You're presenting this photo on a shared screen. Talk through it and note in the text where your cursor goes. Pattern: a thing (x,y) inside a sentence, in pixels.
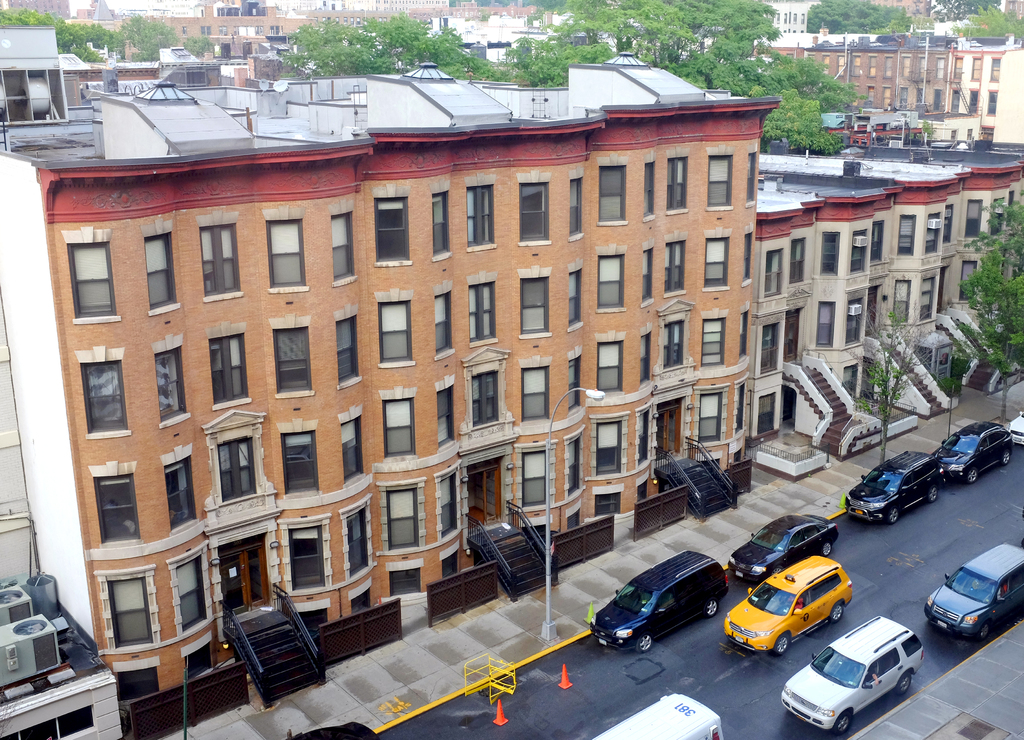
In the image there are few cars (821,560) going on the road (849,606) on the right side (959,600) and behind it there are buildings (604,324) with windows (493,333) all over it and behind it there are trees (515,52) and buildings (245,35).
